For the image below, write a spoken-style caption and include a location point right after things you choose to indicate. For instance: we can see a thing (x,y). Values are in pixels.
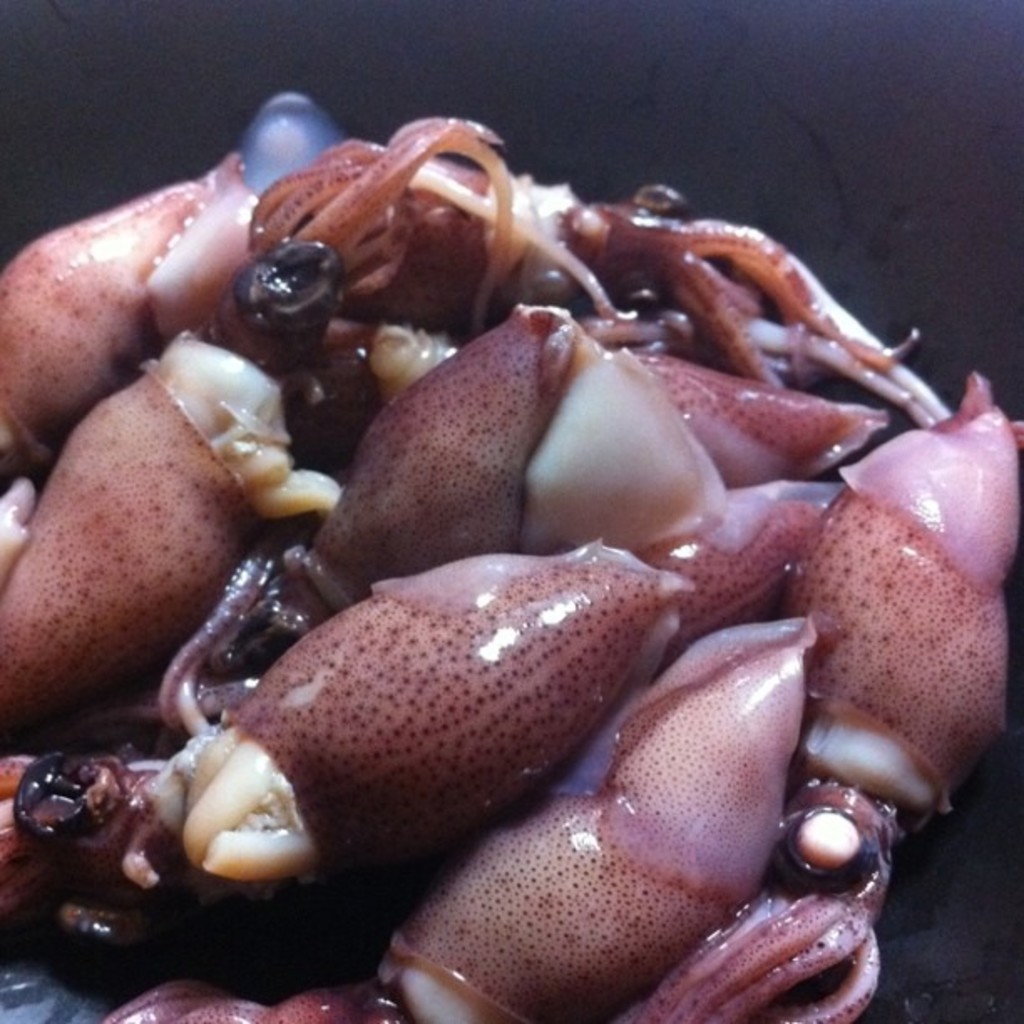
In the picture we can see a sea animals (569,919) which are pink in color with some dots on it.
